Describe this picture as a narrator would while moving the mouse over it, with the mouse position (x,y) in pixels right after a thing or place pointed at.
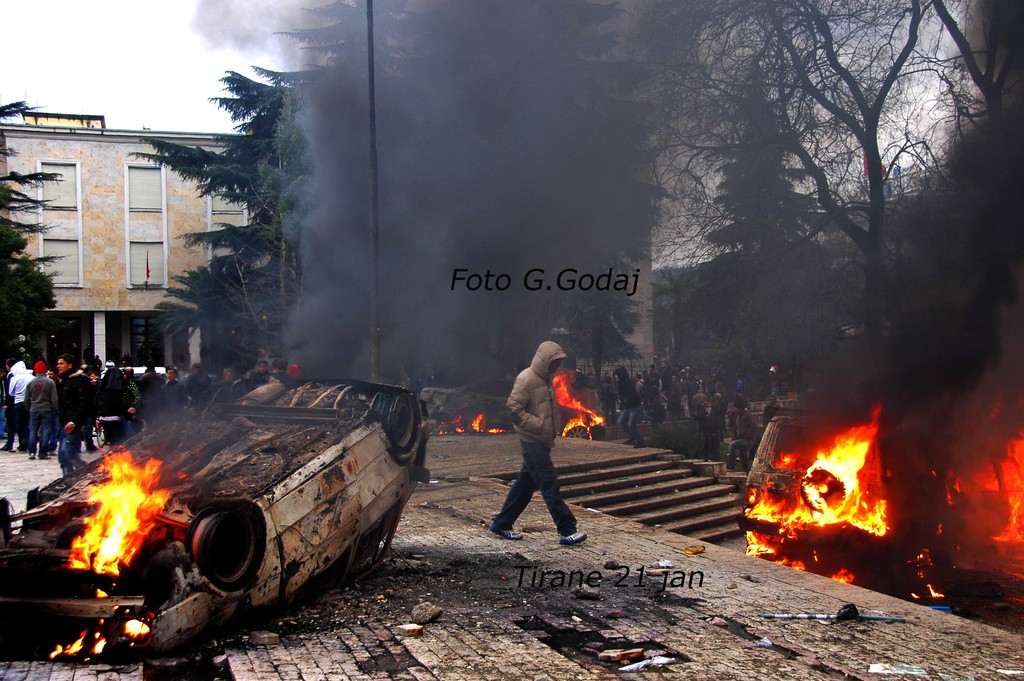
In the center of the image (475,441) we can see a person (500,521) walking on the ground (524,527). We can also see some motor vehicles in fire (750,544). On the backside (645,484) we can see a staircase (611,489), a group of people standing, a building (168,279) with windows (150,247) and pillars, a group of trees (707,219), the smoke (617,263) and the sky (91,103). We can also see some text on the image.
